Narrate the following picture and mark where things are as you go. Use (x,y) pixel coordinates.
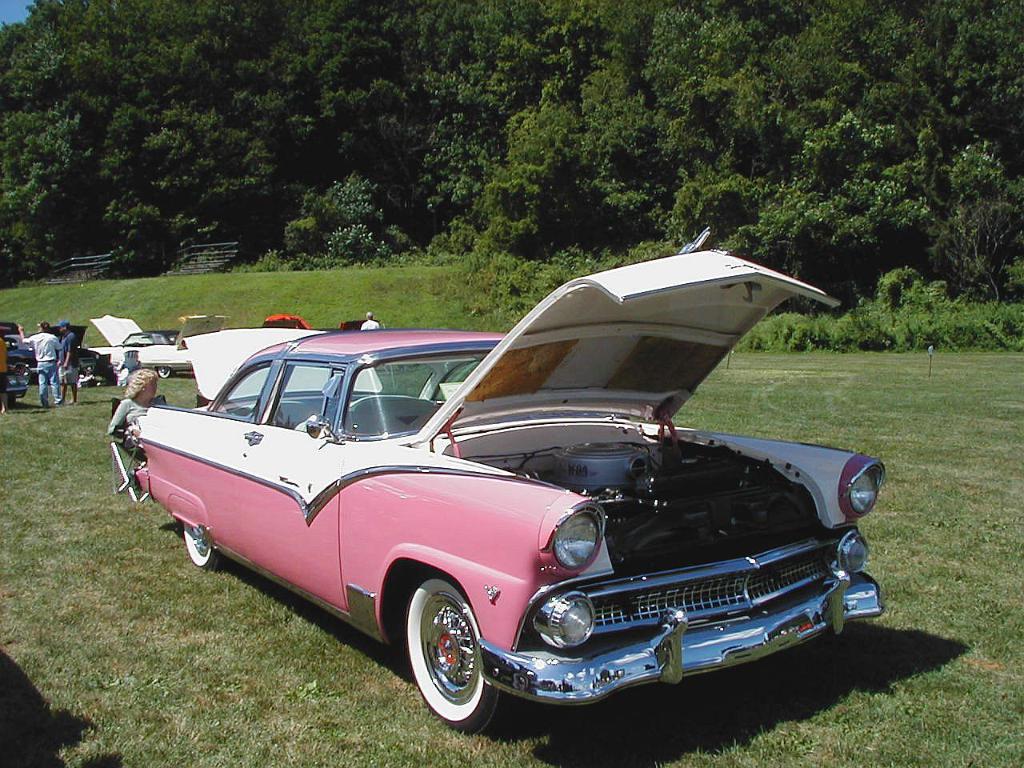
In this picture we can see few vehicles (292,363) and few people (138,436), on the left side of the image (141,449) we can see a woman (127,409), she is sitting on the chair (128,445), in the background (587,174) we can see few trees (502,208).
